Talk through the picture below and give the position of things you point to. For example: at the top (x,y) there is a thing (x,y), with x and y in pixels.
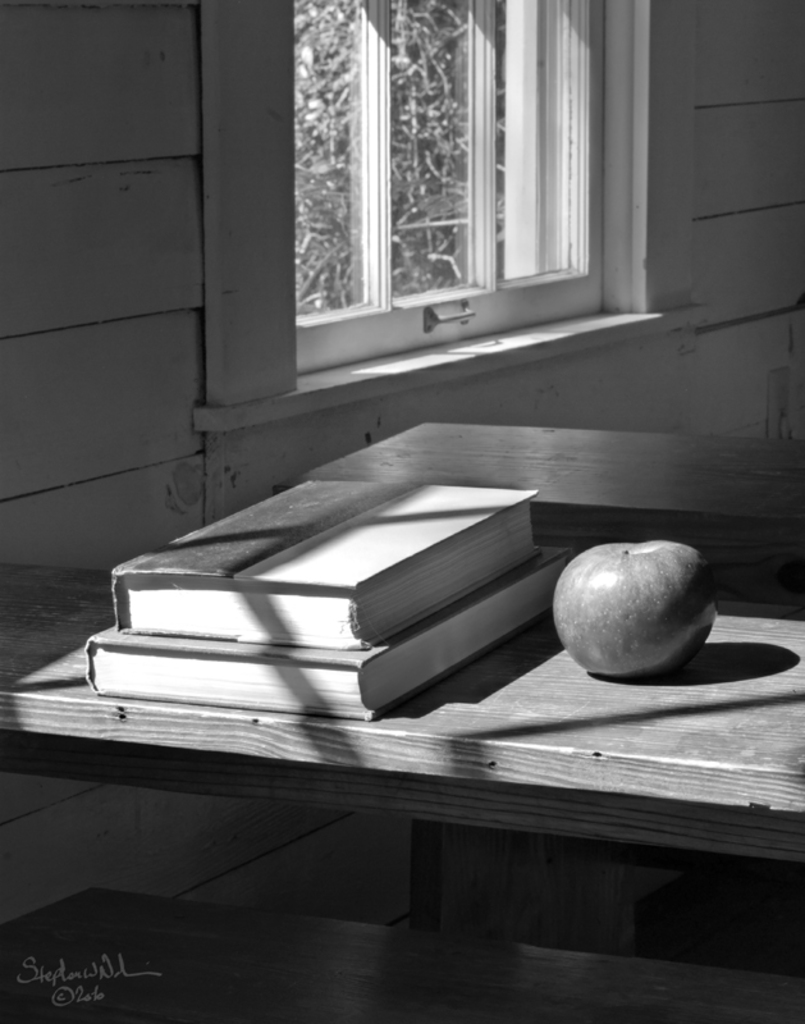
As we can see in the image there is a wall (130,267), window (544,16) and a table (361,775). On table (361,765) there is a apple (638,610) and books (289,638).
